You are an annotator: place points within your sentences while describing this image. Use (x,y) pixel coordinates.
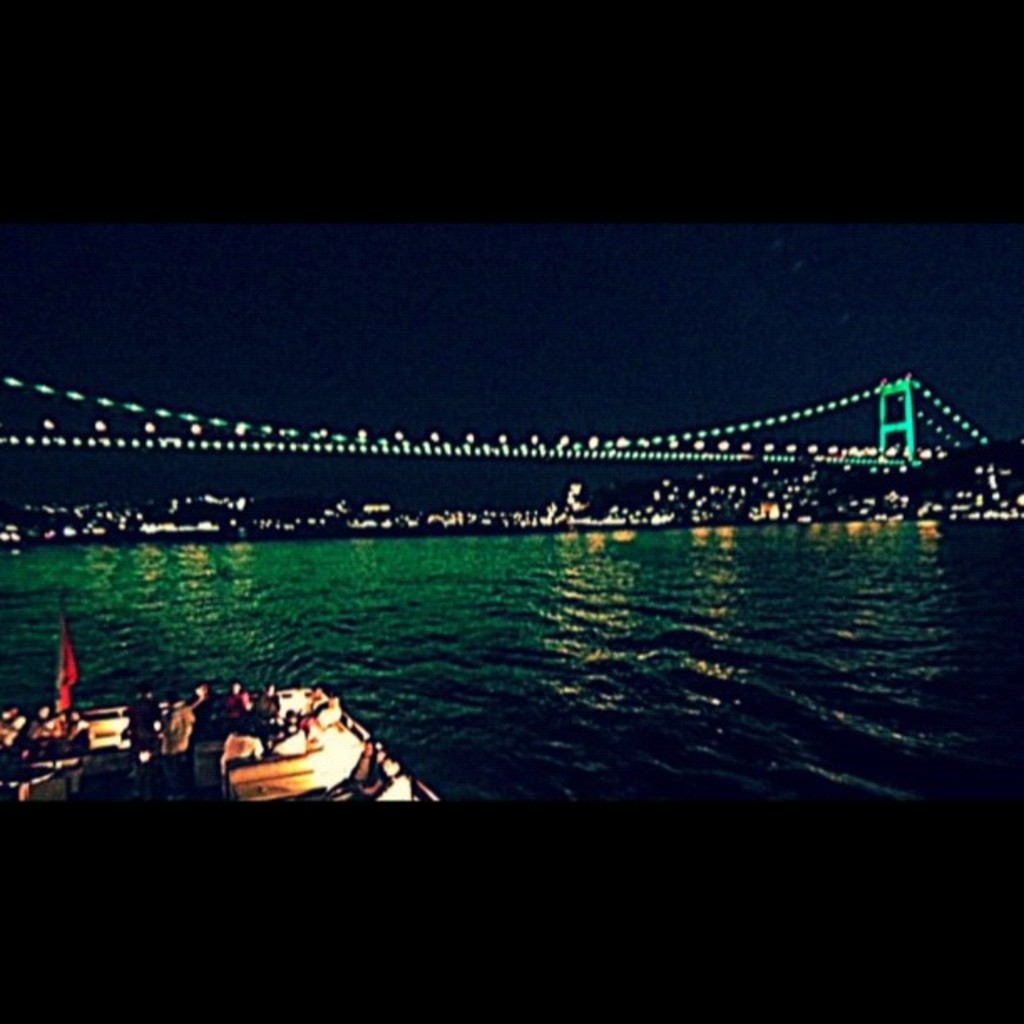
In this picture we can see a boat (73,762) on the water (656,730), and we can find few people (164,712) in the boat (121,757), in the background (675,514) we can see a bridge (840,453) and lights (700,505).
